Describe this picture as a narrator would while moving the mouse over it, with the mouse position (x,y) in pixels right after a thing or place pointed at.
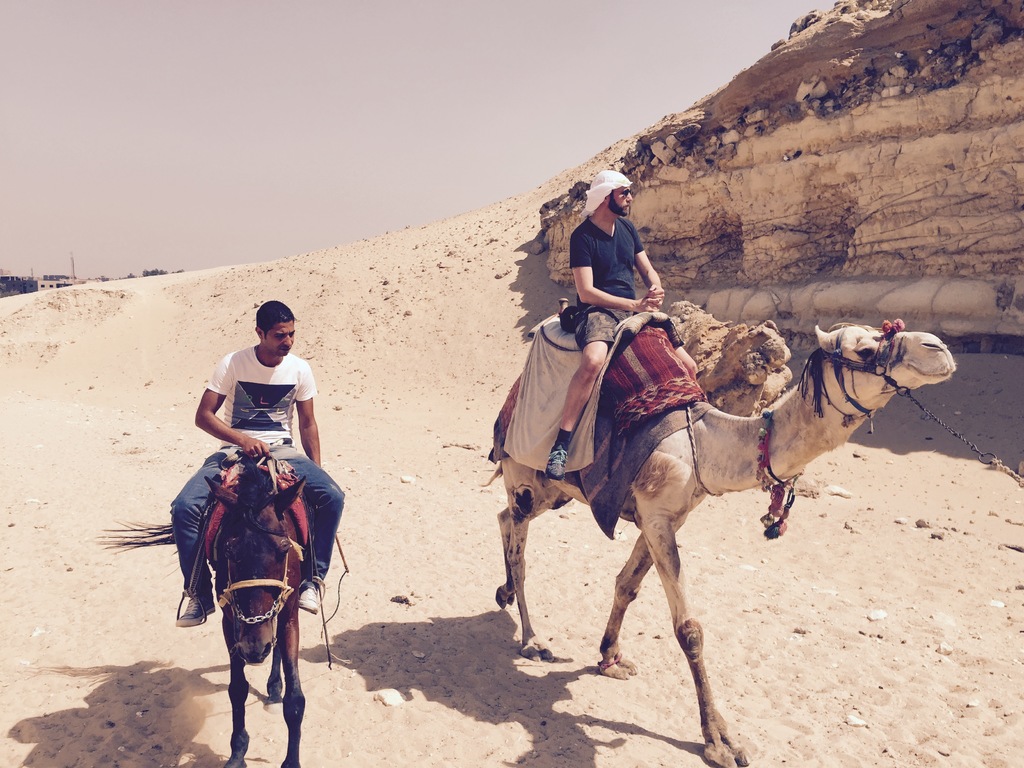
In this picture we can see two men (285,427), a man (275,419) on the left side (304,436) is sitting on a horse (245,482), a man (606,329) on the right side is sitting on a camel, in the background (29,283) there is a building (51,279), we can see the sky (305,132) at the top of the picture (390,83), on the right side (882,58) there are some stones (978,46), at the bottom (486,731) there is sand (528,719).
